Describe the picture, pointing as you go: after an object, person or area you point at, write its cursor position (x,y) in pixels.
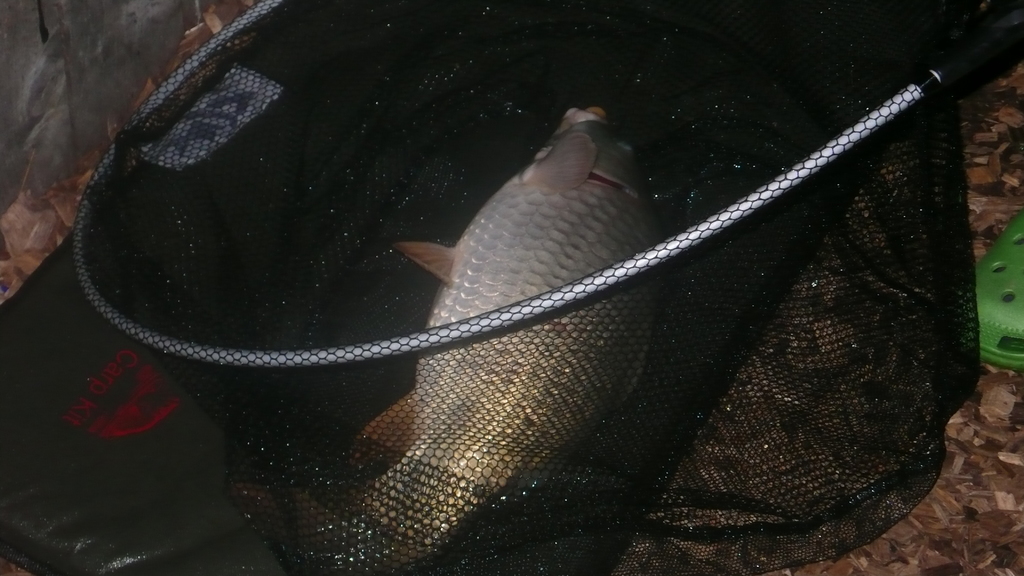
There is a black color net (537,318). In that there is a fish (494,201). And net (843,500) is on the floor (956,491). And we can see green color footwear (1005,305) on the right side (1005,320).
